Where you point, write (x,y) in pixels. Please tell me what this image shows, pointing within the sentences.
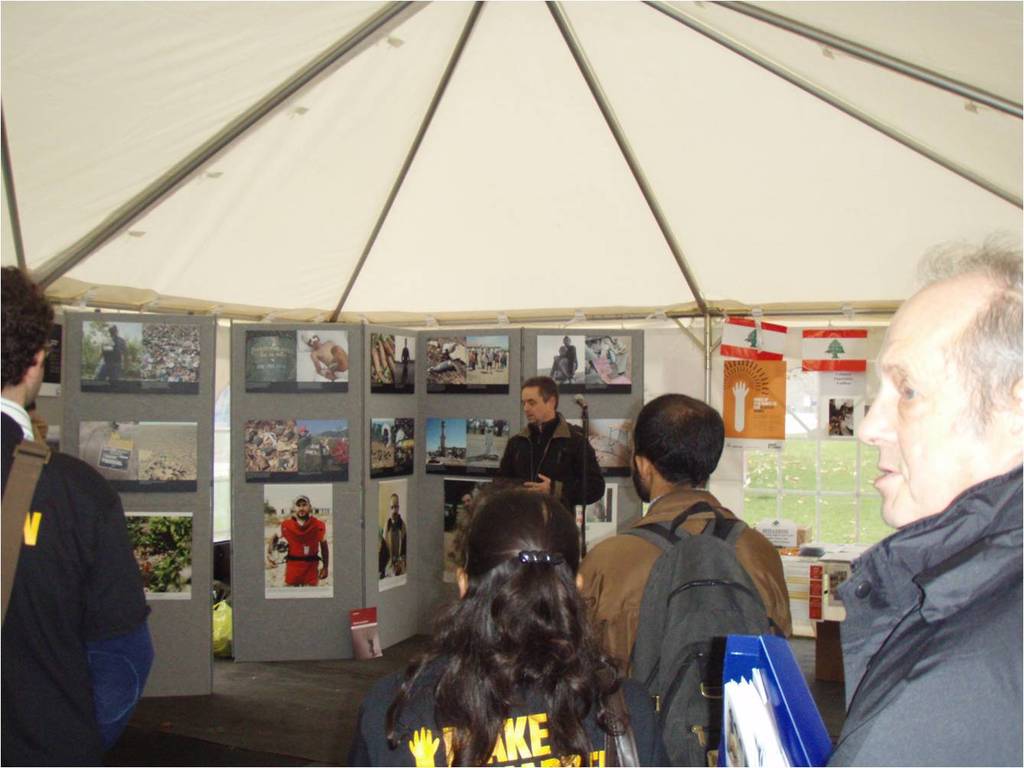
In this image I can see inside view of a tent house (983,222). I can also see number of people (700,444) are standing and I can see few of them are carrying bags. In the background (146,353) I can see number of posters (276,358).
